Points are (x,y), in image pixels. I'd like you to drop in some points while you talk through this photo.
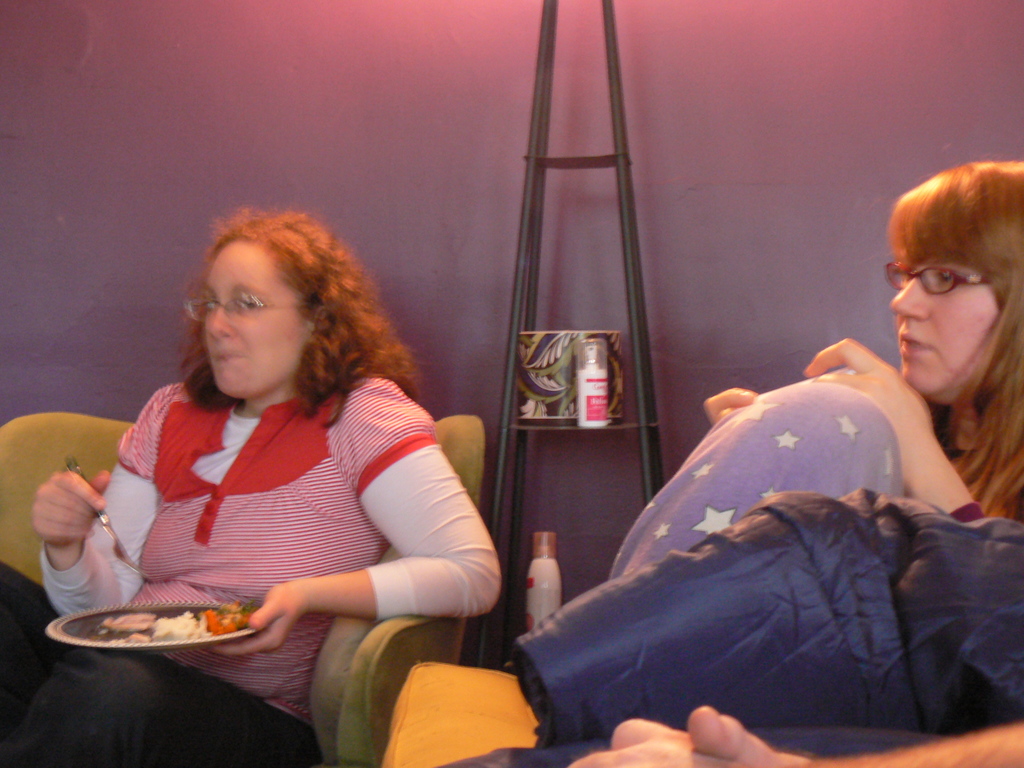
In this picture there are two women (428,463) sitting on chairs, among them one woman (424,500) holding a plate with food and fork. We can see bottles (538,600) and an object (577,401) on stand (513,580) and wall (455,356). In the bottom right side of the image (896,680) we can see cloth (858,646) and hand (708,759) of a person (670,729).
